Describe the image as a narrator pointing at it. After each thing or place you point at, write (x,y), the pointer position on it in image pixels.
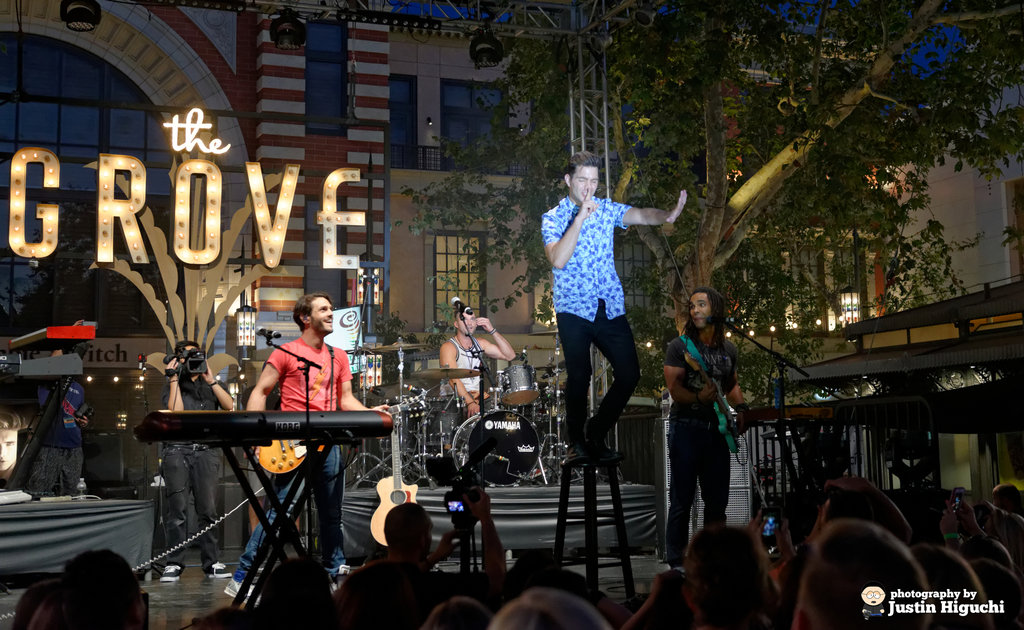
In this image we can see people (579,590), musical instruments (521,395), mike's (483,369), cameras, lights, buildings (410,217), tree (877,213), boards (270,259), windows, and other objects (46,518).
